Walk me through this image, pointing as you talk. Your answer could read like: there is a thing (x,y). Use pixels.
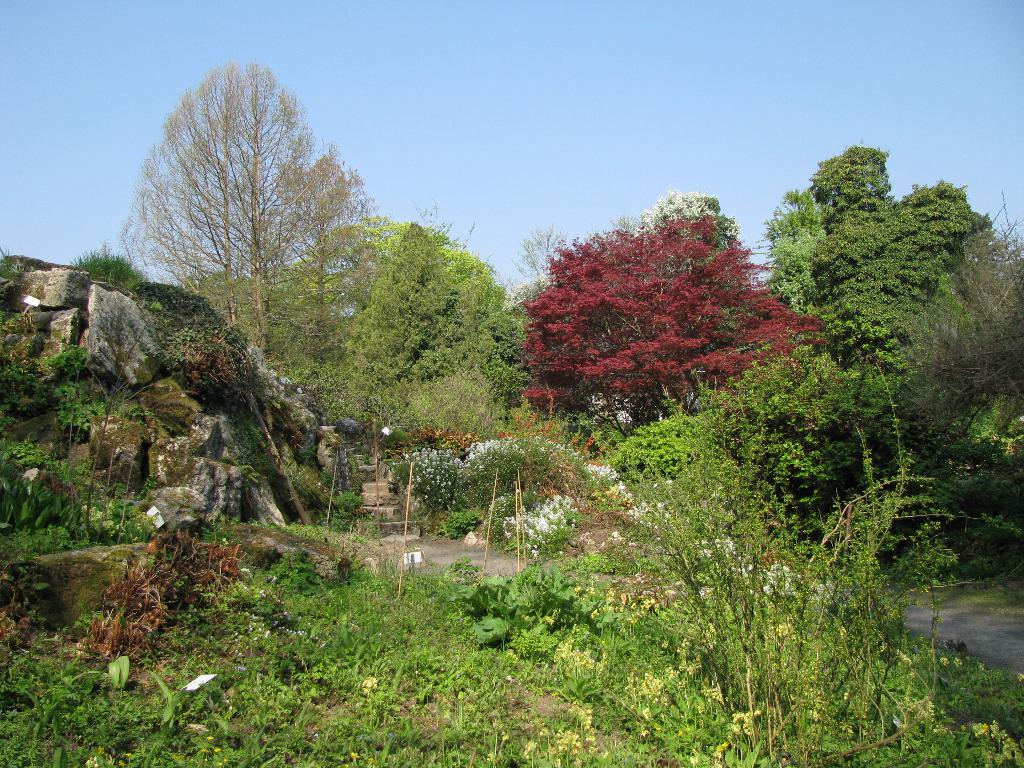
In this image there are many trees (730,363), plants (291,590). There is a rock (134,356), these are steps (373,473). The sky (543,82) is clear. This is a path (947,610).
